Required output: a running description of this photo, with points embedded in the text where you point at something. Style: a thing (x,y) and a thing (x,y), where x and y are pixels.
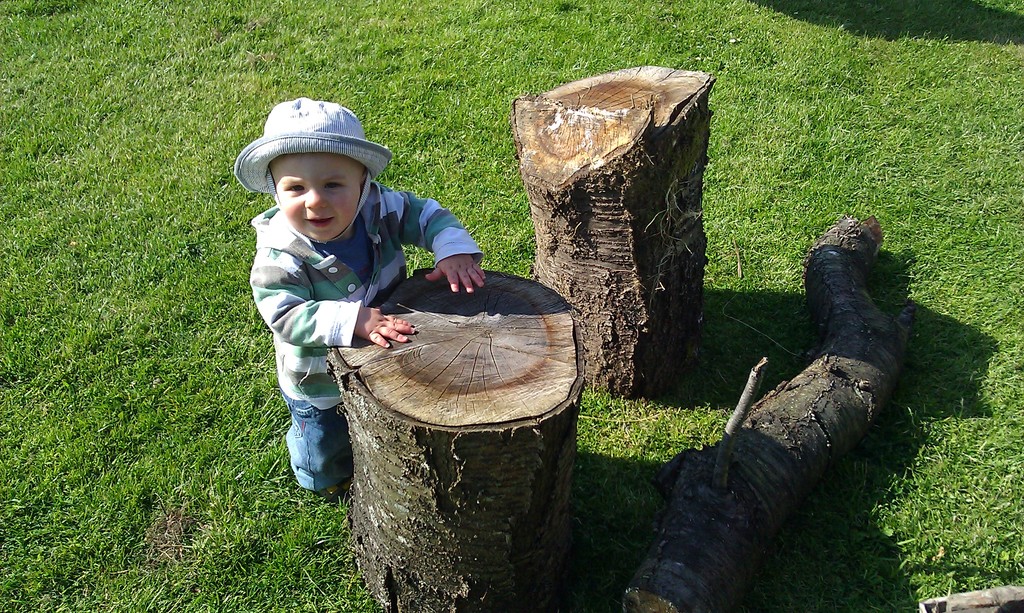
In this image I can see a boy (313,294) wearing jacket (295,289), hat (338,136) and pant (316,421) is standing in front of a wooden log (428,408). I can see few other wooden logs (761,498) on the ground (670,449) and some grass (426,91) which is green in color.
